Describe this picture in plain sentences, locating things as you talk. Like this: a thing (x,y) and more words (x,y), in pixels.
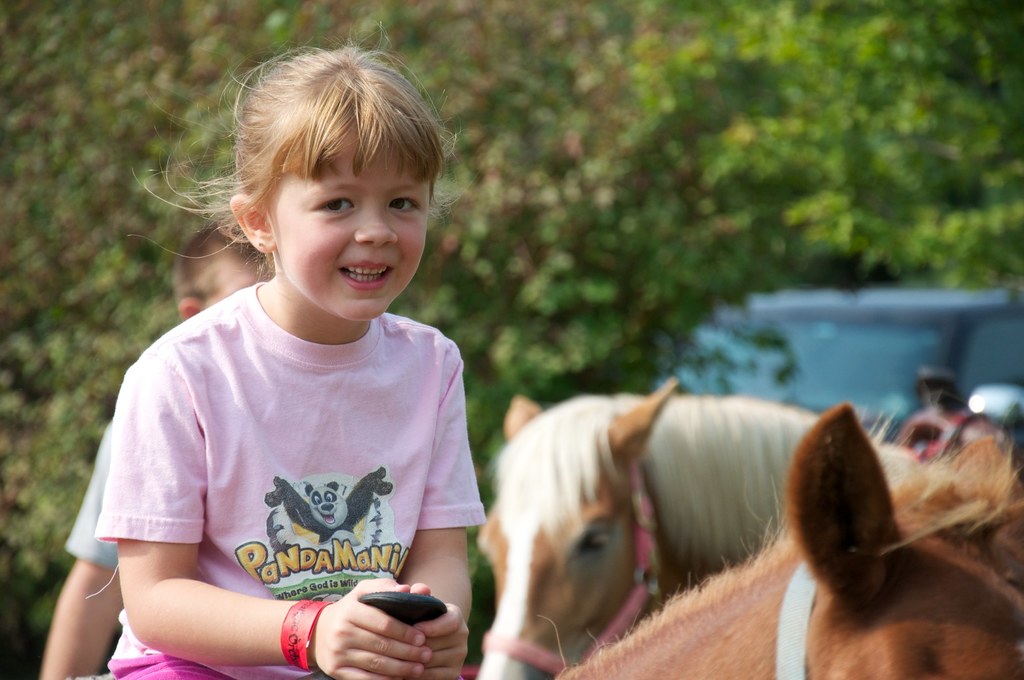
This picture shows a girl (379,417) seated on the horse (949,583) and we see a boy (184,260) on the back (226,277) and another horse (710,548) on the side.
